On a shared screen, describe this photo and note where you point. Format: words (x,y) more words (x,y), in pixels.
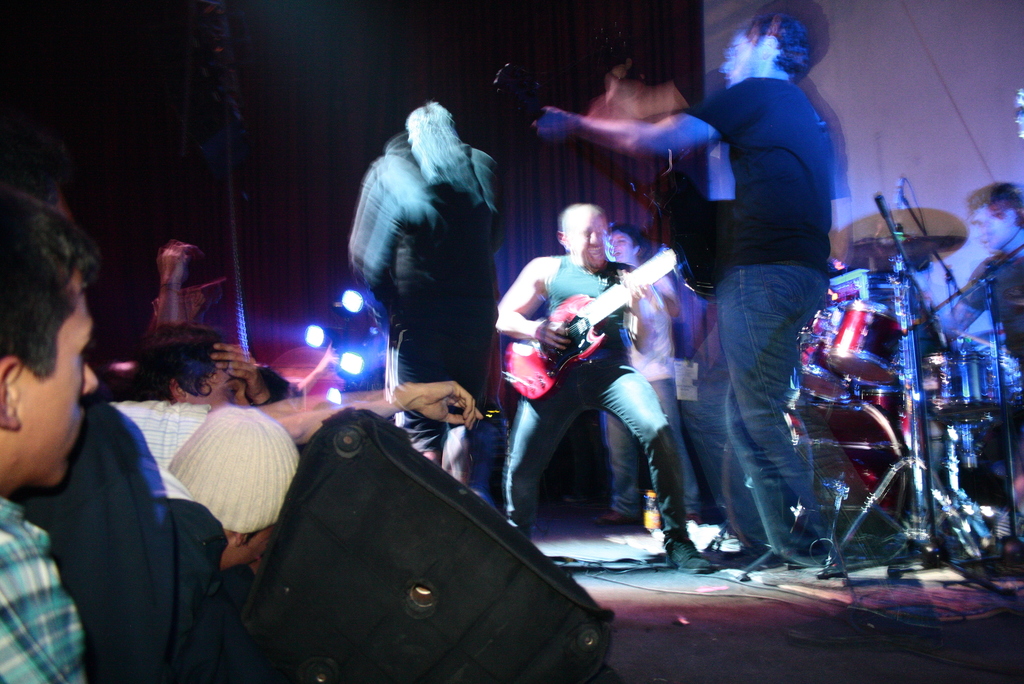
In this image there are a few people (467,245) playing musical instruments (556,364) on the stage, there are few people (281,430) in front of the image, there are few lights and a speaker (440,482).
